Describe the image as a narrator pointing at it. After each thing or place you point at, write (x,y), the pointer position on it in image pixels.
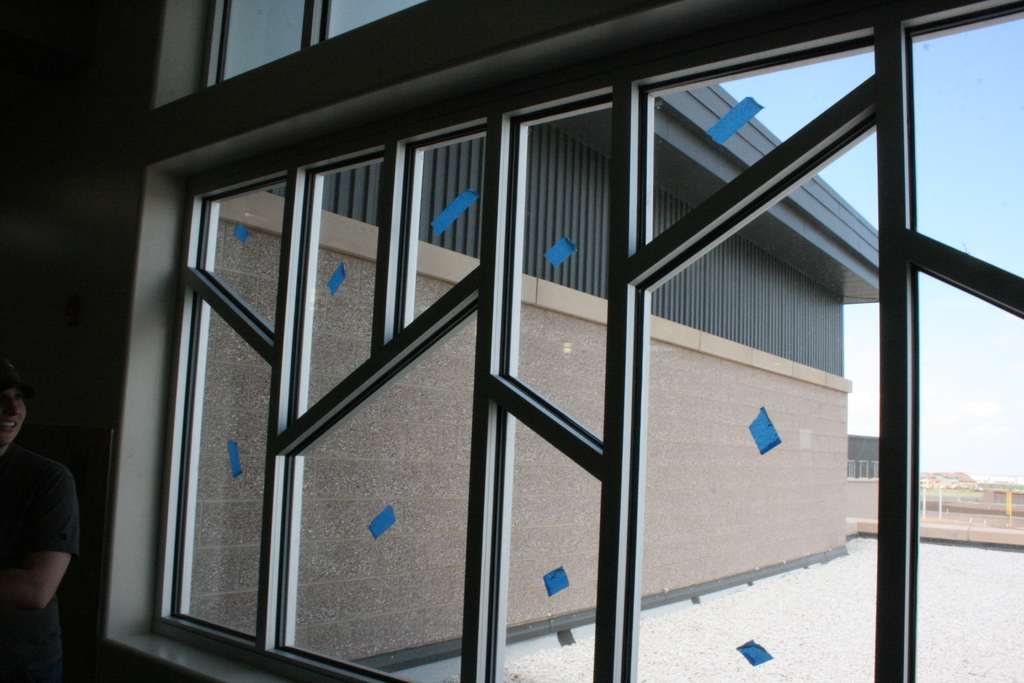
In this image there is a glass window (385,382) to a building (233,167). Outside the window (400,450) there are houses (756,317) and a fence (960,509). At the top (941,138) there is the sky (931,313). To the left (61,525) there is a person (31,534) standing.
